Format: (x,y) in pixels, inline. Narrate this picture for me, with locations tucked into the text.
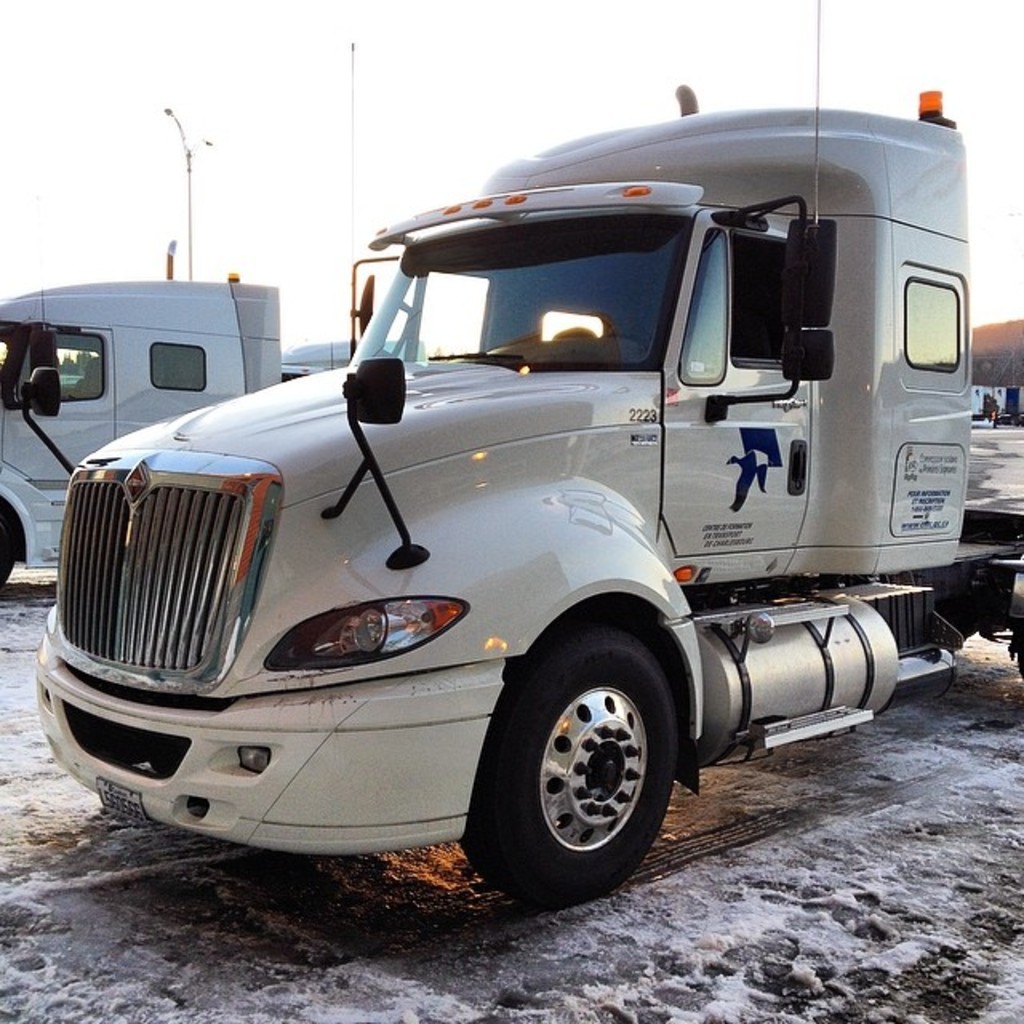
In this image we can see a few vehicles (401,452) and in the background (627,63), we can see the sky (637,46).
